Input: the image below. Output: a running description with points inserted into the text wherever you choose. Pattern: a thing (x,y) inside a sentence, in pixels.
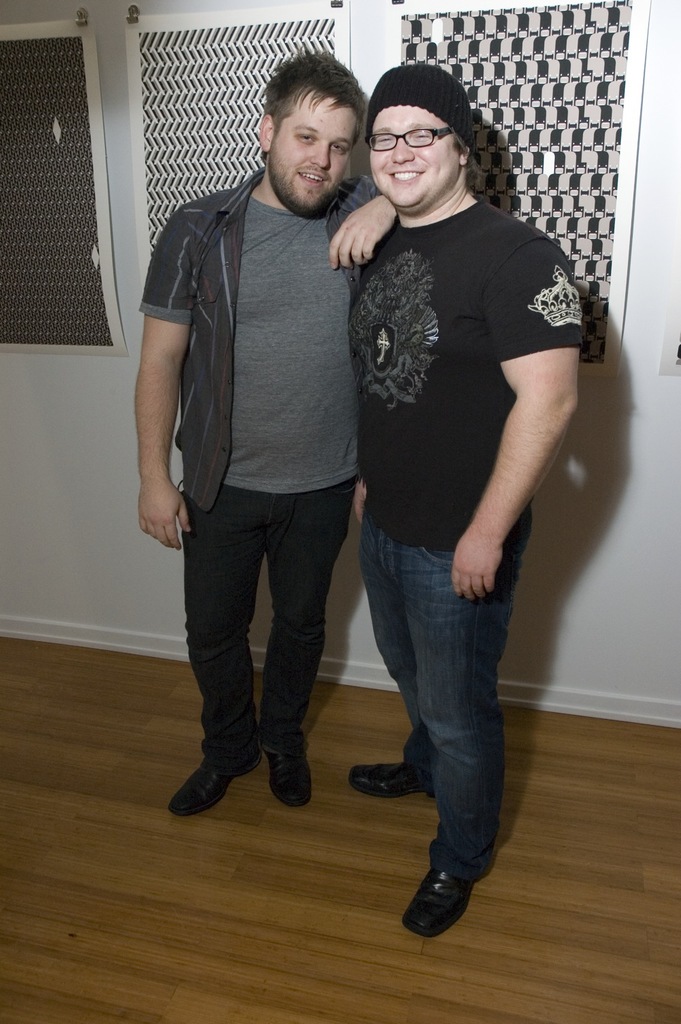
In this image there are two persons (360,511) standing with a smile on their face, behind them there are few papers (99,99) are hanging on the wall (124,455).
